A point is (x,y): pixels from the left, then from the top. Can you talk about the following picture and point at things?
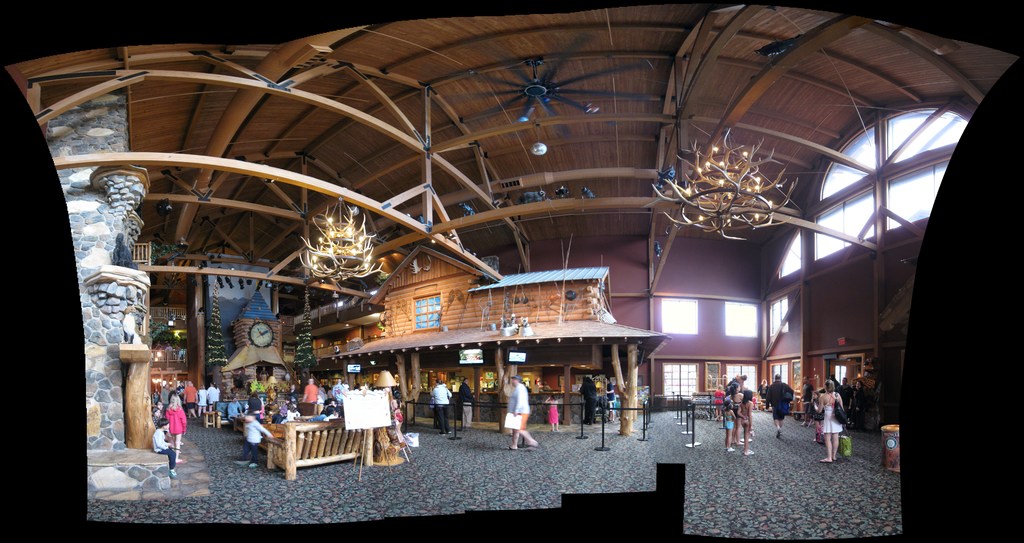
In this picture I can see some of the people (786,390) walking. I can see some people (716,405) standing on the floor (588,466). I can see some of the people (327,413) sitting on the chair (293,427). I can see hanging lights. I can see glass windows (822,250) on the right side (848,220). I can see the stone wall (105,271) on the left side (93,274). I can see a fan (535,86) to the wooden roof (430,77). I can see the wooden store (548,325).
